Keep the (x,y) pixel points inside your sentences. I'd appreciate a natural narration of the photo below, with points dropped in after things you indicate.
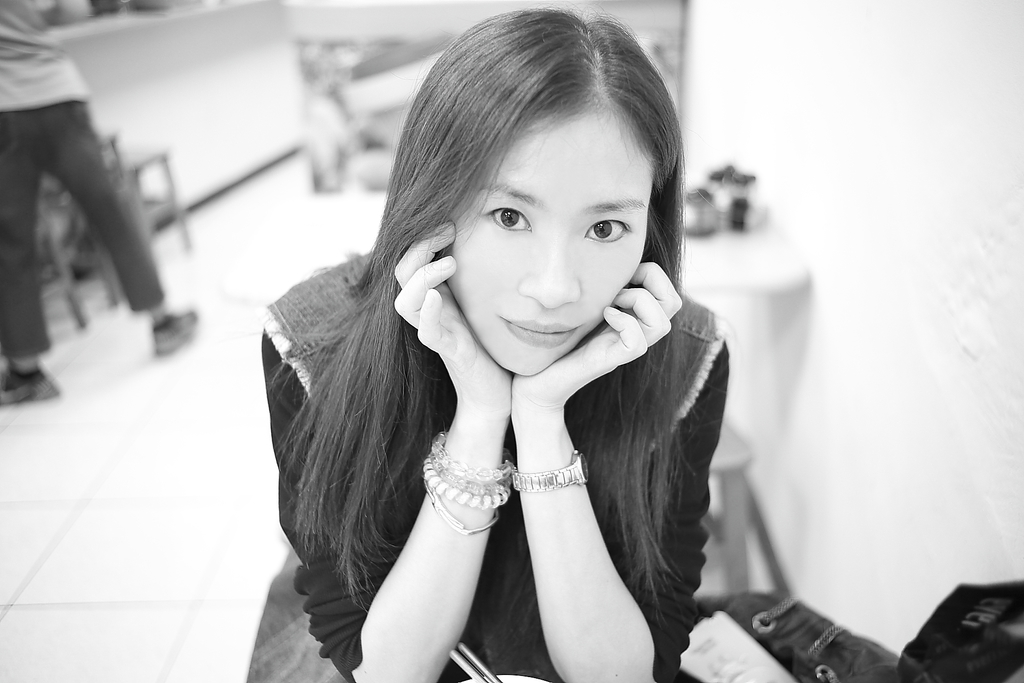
In this picture there is a girl (626,681) in the center of the image (373,382) and there is a man (16,26) on the left side of the image (94,229), the background (225,216) area of the image is blurred.
